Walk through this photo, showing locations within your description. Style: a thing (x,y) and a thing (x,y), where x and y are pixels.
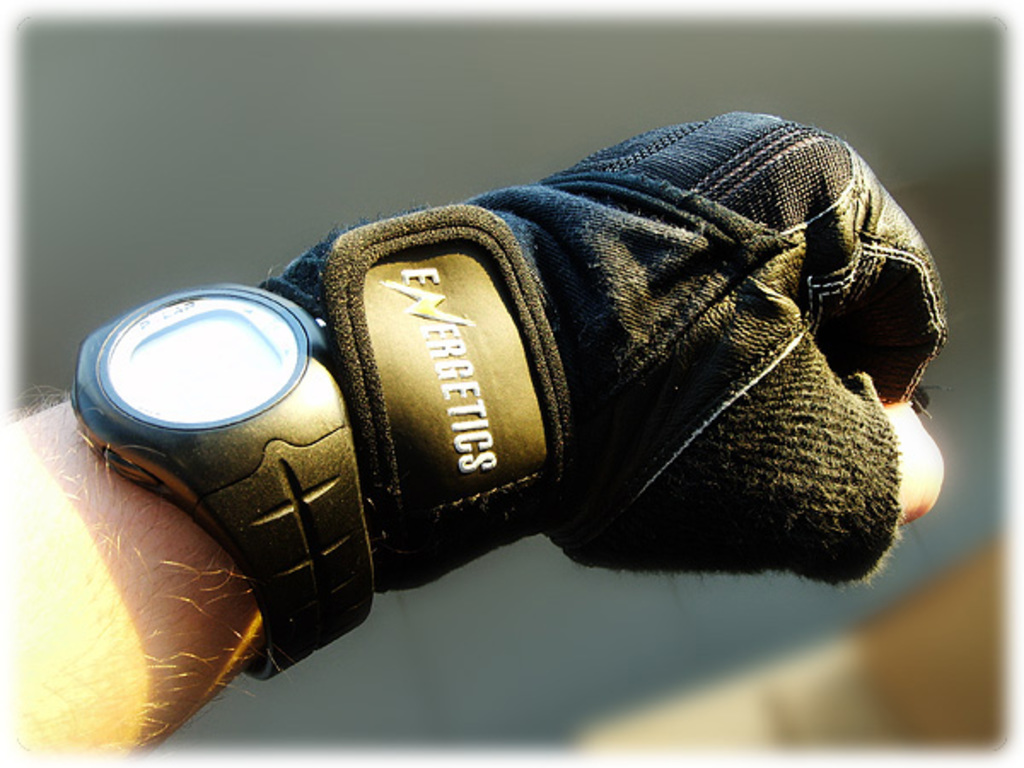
In this picture I can see a person's hand (169,552), this person (138,556) is wearing the hand glove (608,338) and a watch (313,472).
